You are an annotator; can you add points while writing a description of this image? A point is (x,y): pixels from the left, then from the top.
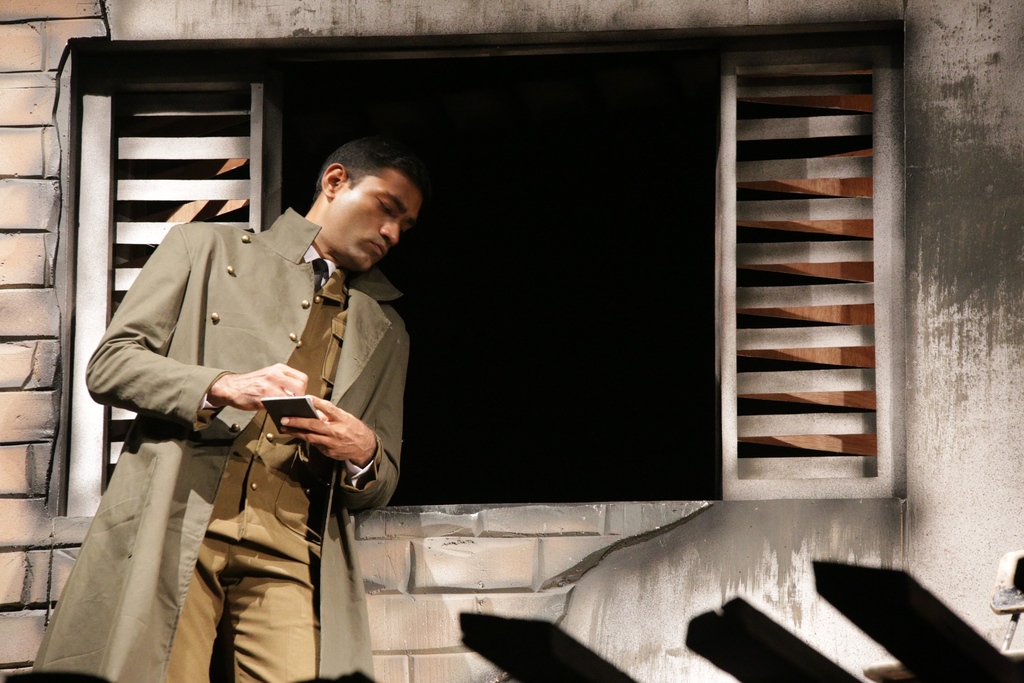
There is one person (240,517) standing on the left side of this image (250,463) is holding an object (299,409). There is a wall (495,609) in the background (59,50). We can see there is a window (262,219) in the middle of this image (525,310).
